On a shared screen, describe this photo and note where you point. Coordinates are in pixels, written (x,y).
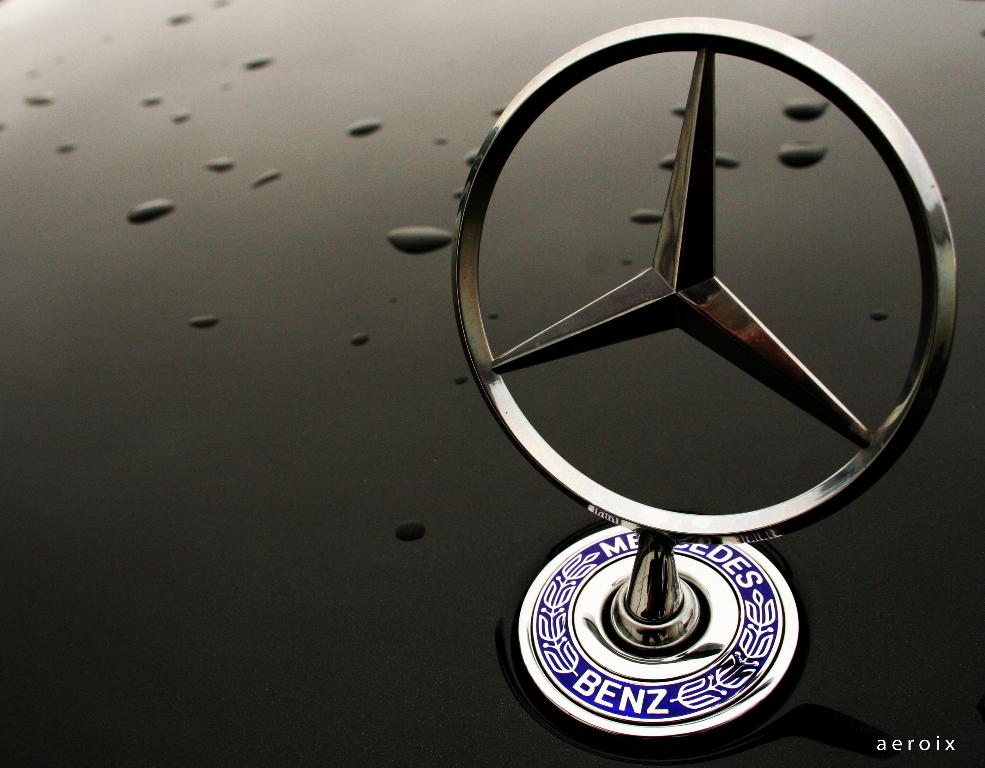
In this image, we can see the Mercedes Benz logo (776,50).
